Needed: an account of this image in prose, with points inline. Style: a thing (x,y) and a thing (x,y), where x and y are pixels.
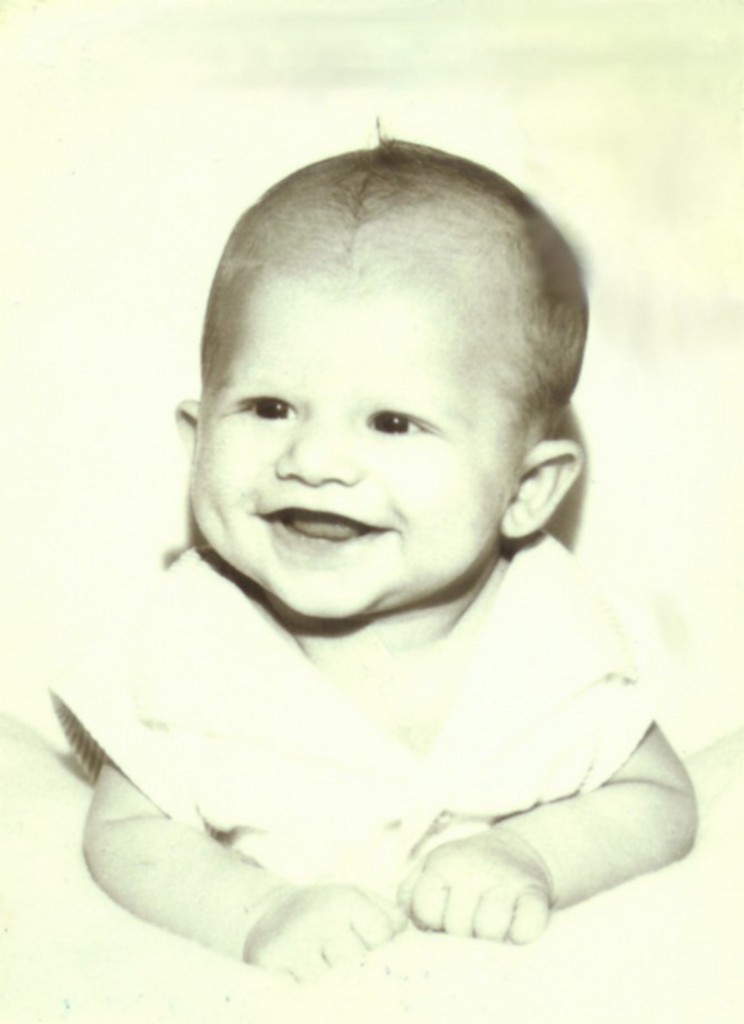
In this image in the center (285,460) there is one baby (354,683) who is smiling.
